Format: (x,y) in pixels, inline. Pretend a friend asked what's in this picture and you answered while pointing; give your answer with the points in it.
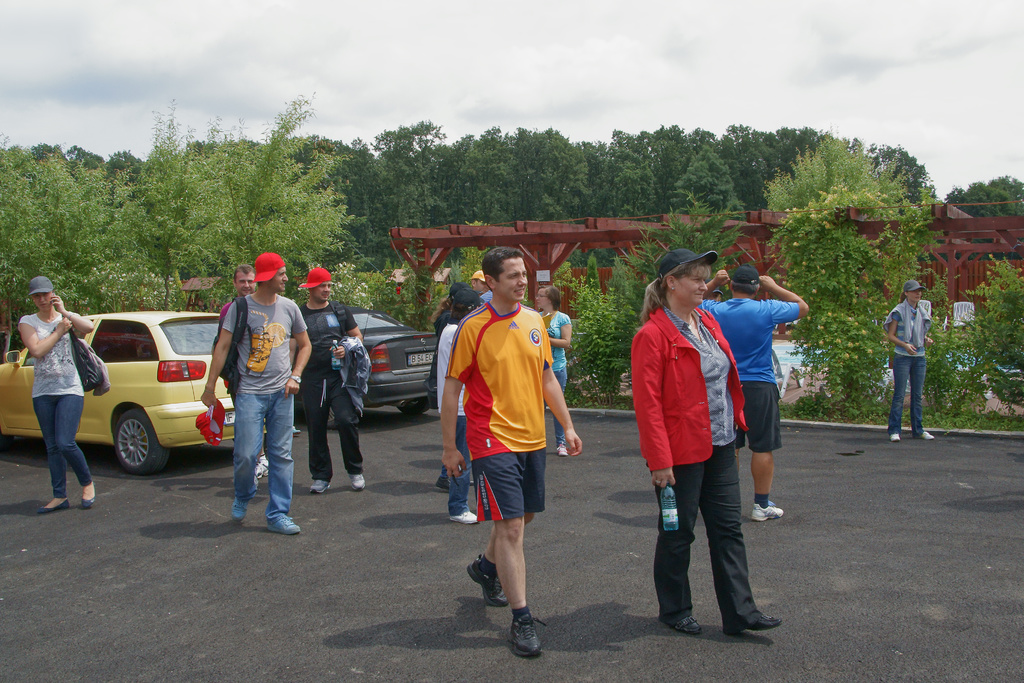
This picture is clicked outside. In the center (671,329) we can see the group of people (768,427) walking on the ground (927,528). On the left (174,329) we can see the two cars (174,393) parked on the ground (360,558). In the background (713,73) there is a sky (551,100), trees (88,206) and a pergola (470,236) and some other objects (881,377).
